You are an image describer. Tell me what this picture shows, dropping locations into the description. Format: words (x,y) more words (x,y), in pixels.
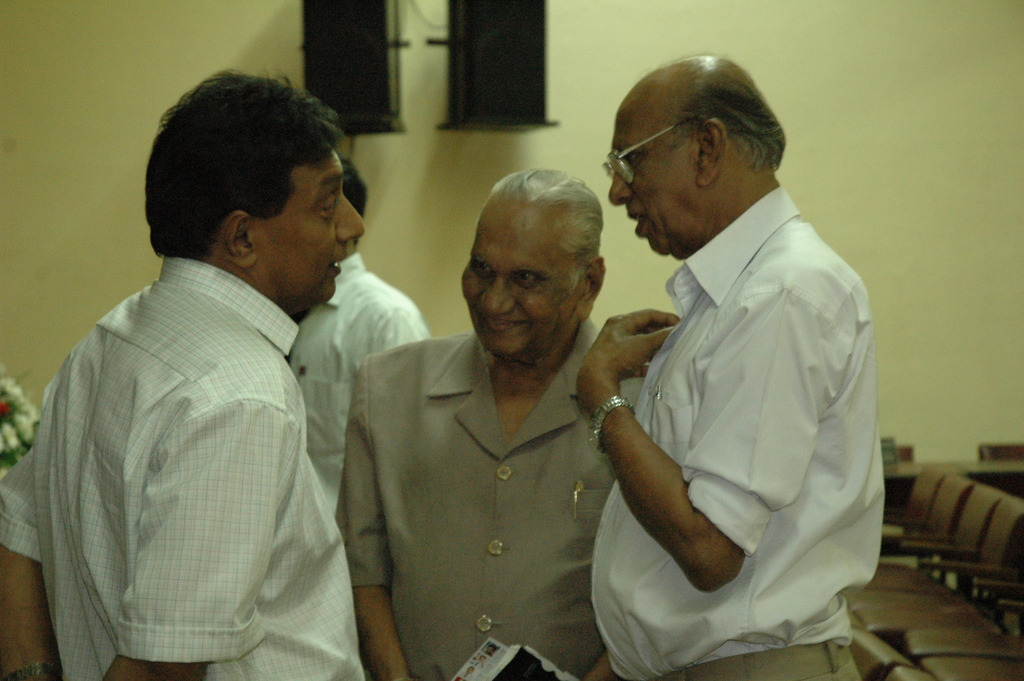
In this picture I can see few people (452,386) standing and I can see speakers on the wall (965,400) and looks like a flower vase (23,411) on the left side (26,407) and I can see a book (512,663) in human hand (602,680).
